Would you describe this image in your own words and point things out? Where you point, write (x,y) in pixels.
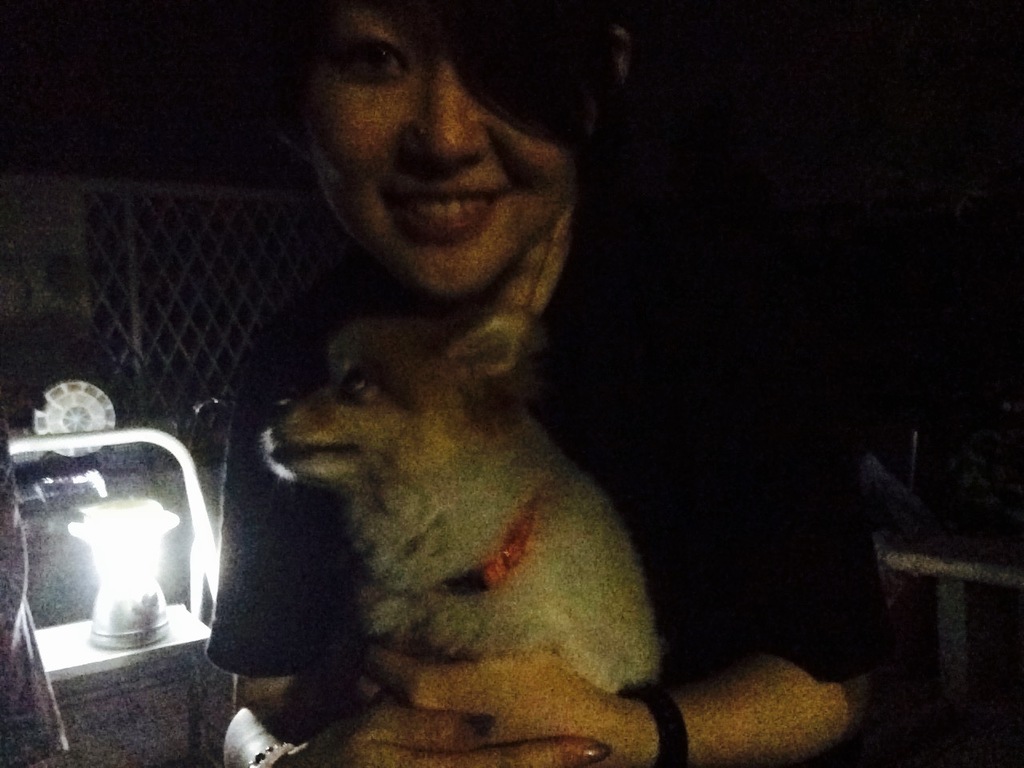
In this image there is one woman (329,294) who is smiling and she is holding a puppy (376,503) beside her there is one lamp (118,539), on the background (95,291) there is a fence (200,292).
